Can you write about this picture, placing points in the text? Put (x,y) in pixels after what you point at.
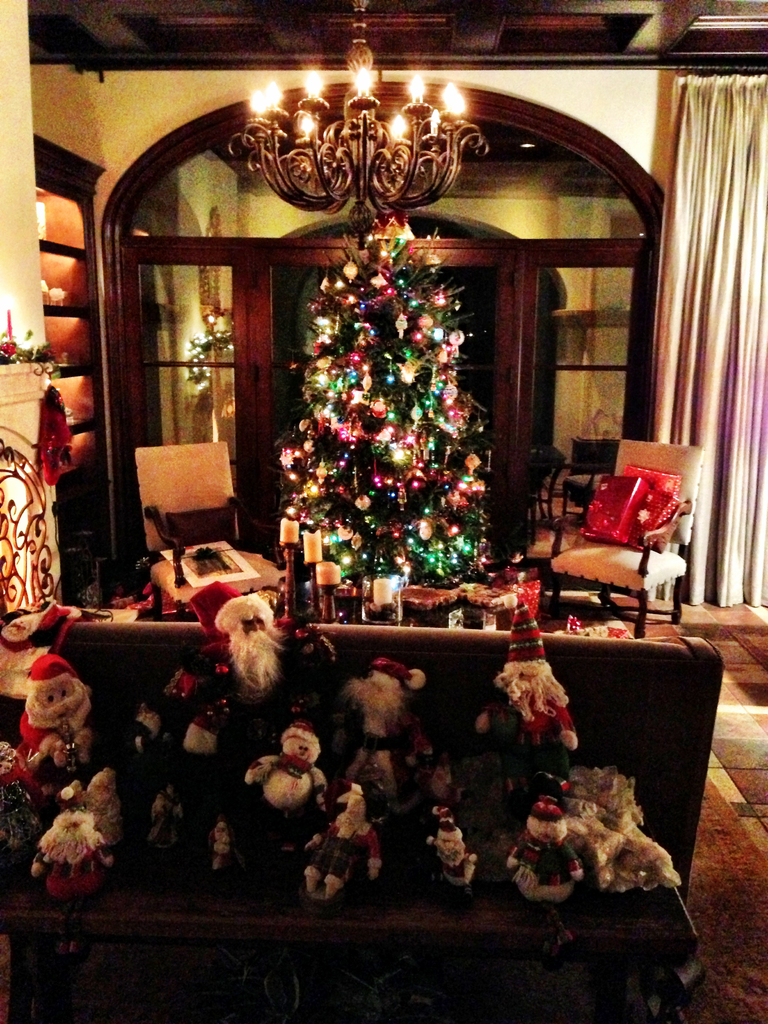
In this image I see a Christmas tree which is decorated and there are lot of toys (71,699) over here. In the background (58,451) I see the chairs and there are things (645,469) and lights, curtains (725,545) and the wall (101,105).
